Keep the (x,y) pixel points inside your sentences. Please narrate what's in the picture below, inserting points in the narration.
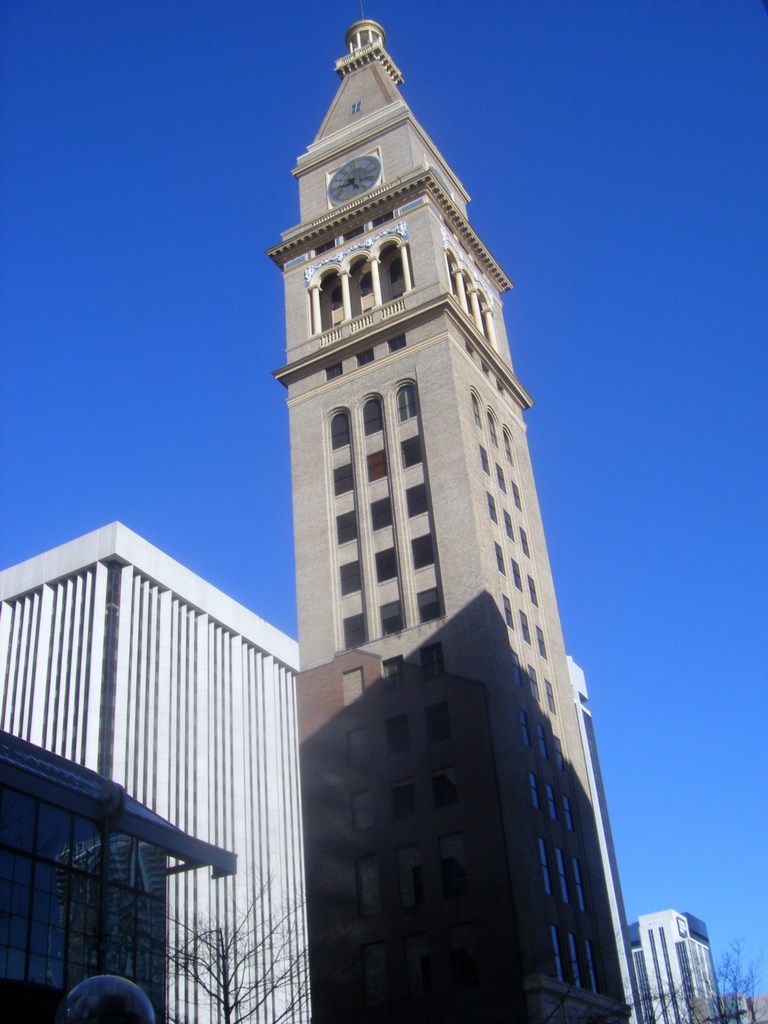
In this picture we can see tree (225,999), buildings (284,995) and a clock tower (399,660). Behind the clock tower (359,367) there is a sky (78,340).
